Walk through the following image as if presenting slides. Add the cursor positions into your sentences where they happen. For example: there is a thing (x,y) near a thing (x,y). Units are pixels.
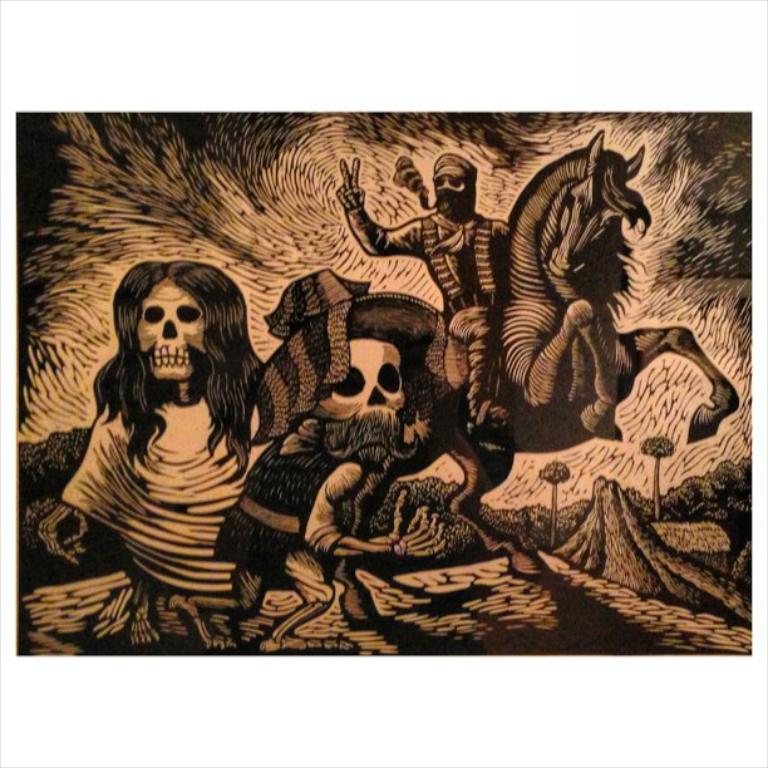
In this picture we can see drawing (239,441) of monsters (378,382) and a person (476,273) on a horse (616,184). In the background (693,487) we can see trees (71,449).
